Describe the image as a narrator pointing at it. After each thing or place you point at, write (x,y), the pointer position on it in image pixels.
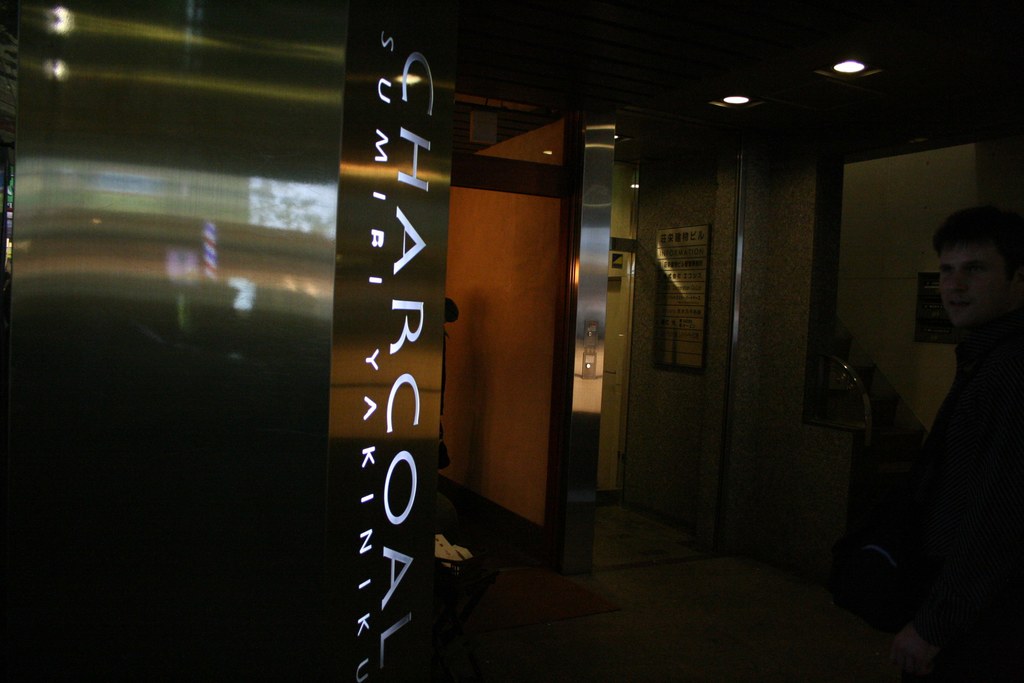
In this image, we can see a person (929,502) and in the background (489,348), there are boards (679,269), lights (836,71) and there is a wall (647,265). At the bottom (602,605), there is a floor (599,625).
